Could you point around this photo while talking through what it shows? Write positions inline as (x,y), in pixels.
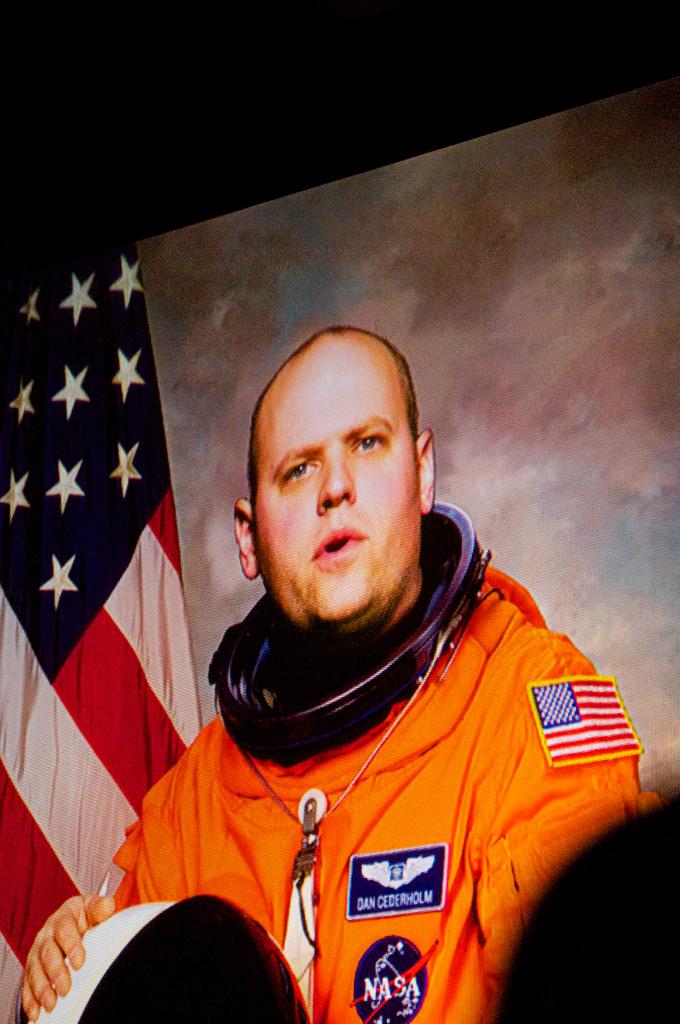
In this image there is a person (368,967) holding an object (185,976), the background of the person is gray, there is a flag (59,655) truncated towards the left of the image (63,585).
